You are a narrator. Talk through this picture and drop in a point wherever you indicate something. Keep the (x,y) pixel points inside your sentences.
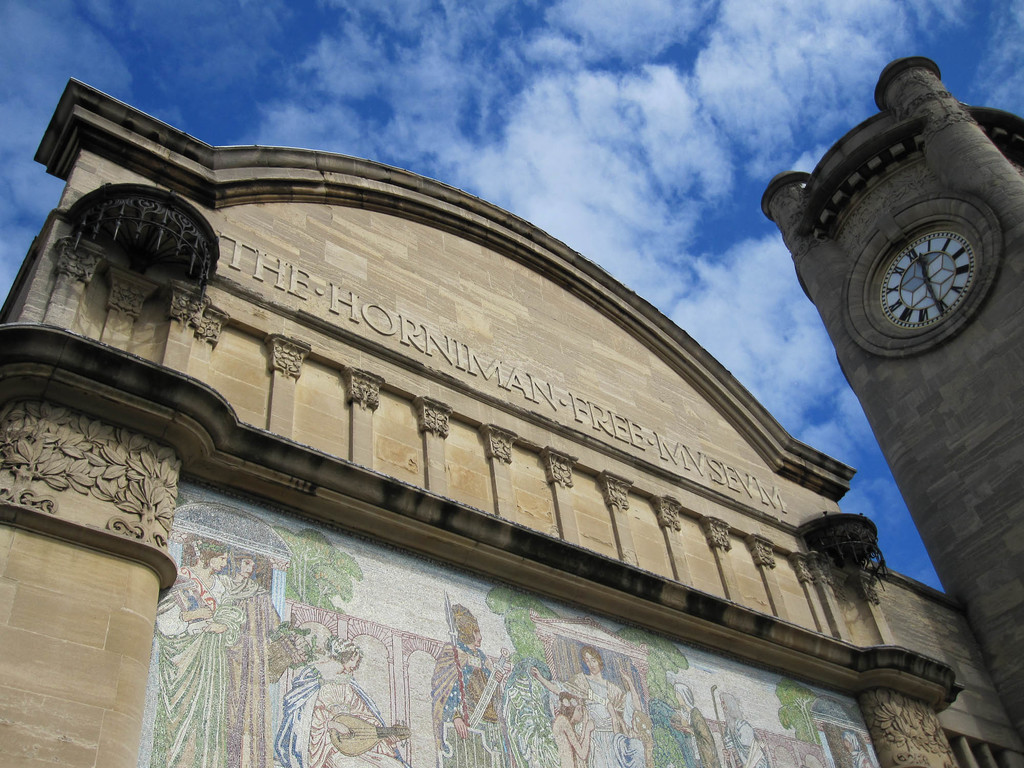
In the image we can see there is a building (37,684) and paintings (447,672) are done on the building (329,654). Beside it there is a clock tower building (947,411).
